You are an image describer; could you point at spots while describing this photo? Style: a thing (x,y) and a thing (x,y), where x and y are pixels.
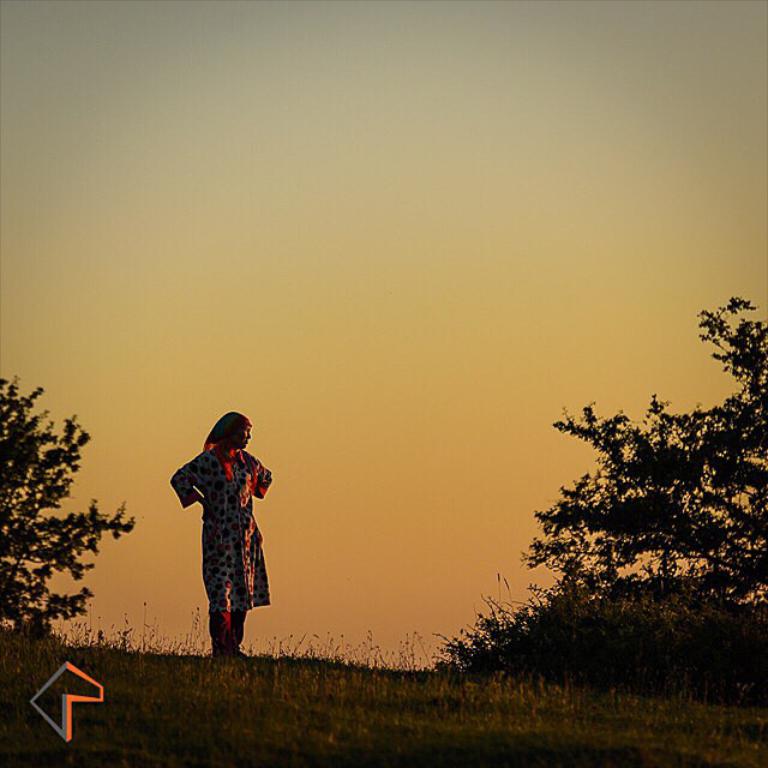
In the center of the image (260,490) there is a person (233,552). On both right and left side of the image (42,493) there are trees (696,534). In the background of the image (545,251) there is sky (394,282). At the bottom of the image (476,731) there is grass (383,734) on the surface (371,708). There is a symbol (92,679) on the left side of the image (102,702).
